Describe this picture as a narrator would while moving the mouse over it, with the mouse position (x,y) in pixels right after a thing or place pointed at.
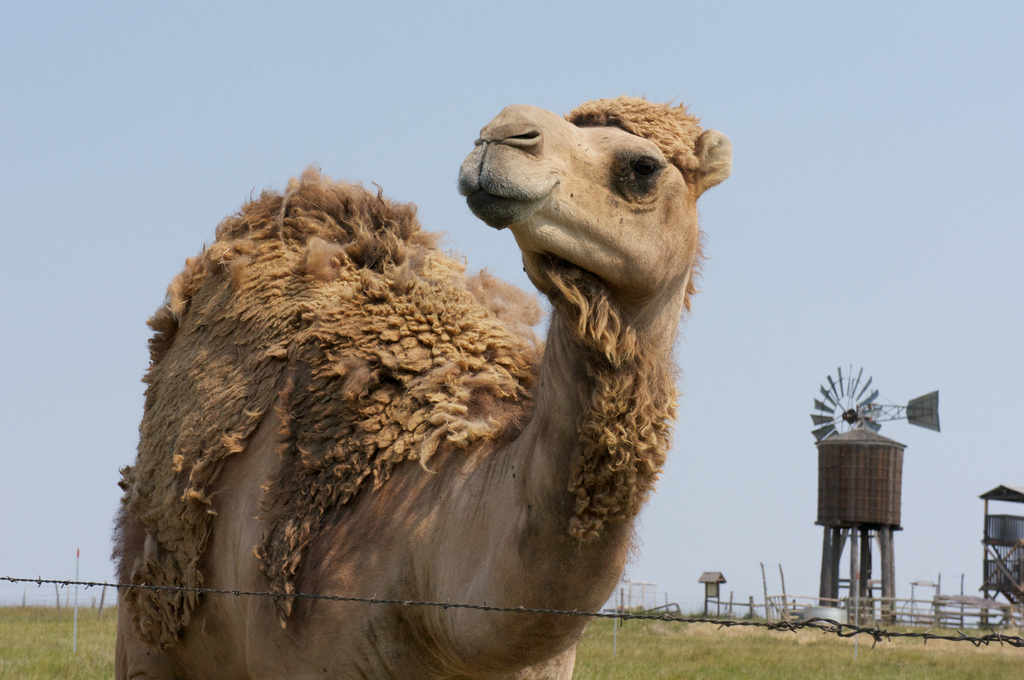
In the center of the image (529,343), we can see a camel (345,369) and in the background (882,510), there is a windmill (850,413) and we can see some poles (938,588) and there are wires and a shed (1013,570). At the top (761,194), there is sky (786,241).
